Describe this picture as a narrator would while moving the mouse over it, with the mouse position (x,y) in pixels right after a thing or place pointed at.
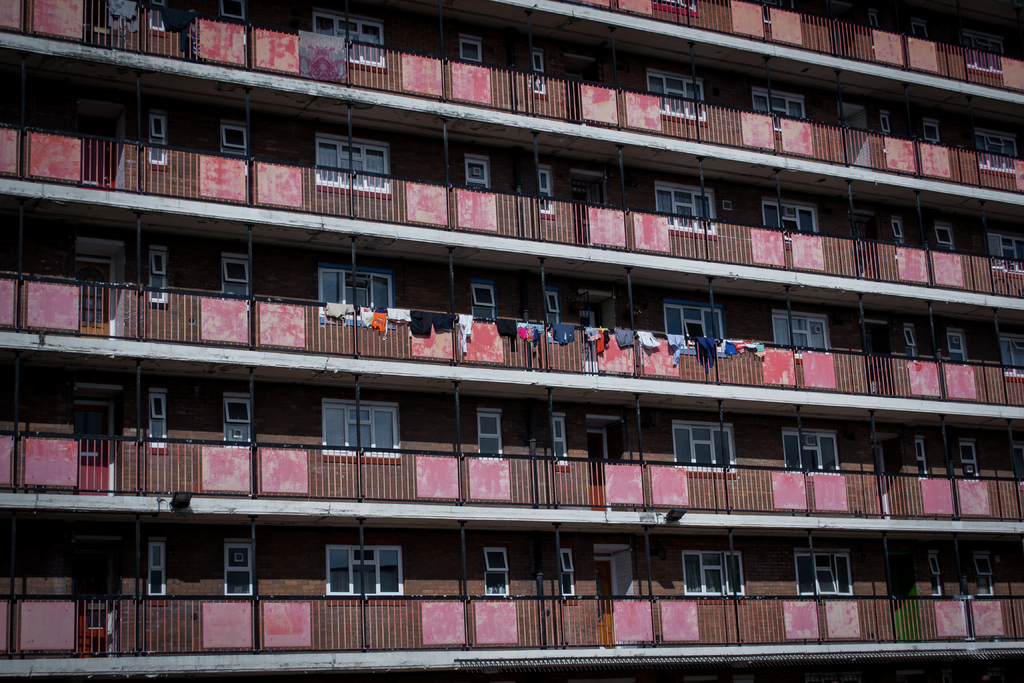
In this picture we can see a building (162,146) with windows (361,278), clothes (186,12).
